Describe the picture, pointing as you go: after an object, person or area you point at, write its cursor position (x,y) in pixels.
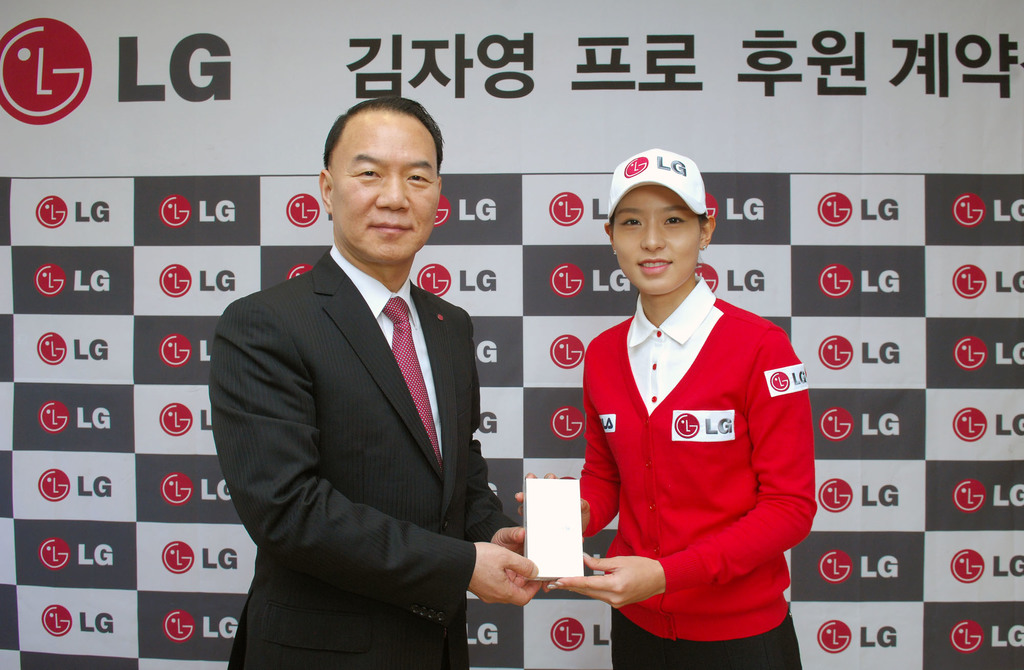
Here we can see two persons (471,484) holding an object (557,491). In the background (139,161) there is a banner (803,547).
